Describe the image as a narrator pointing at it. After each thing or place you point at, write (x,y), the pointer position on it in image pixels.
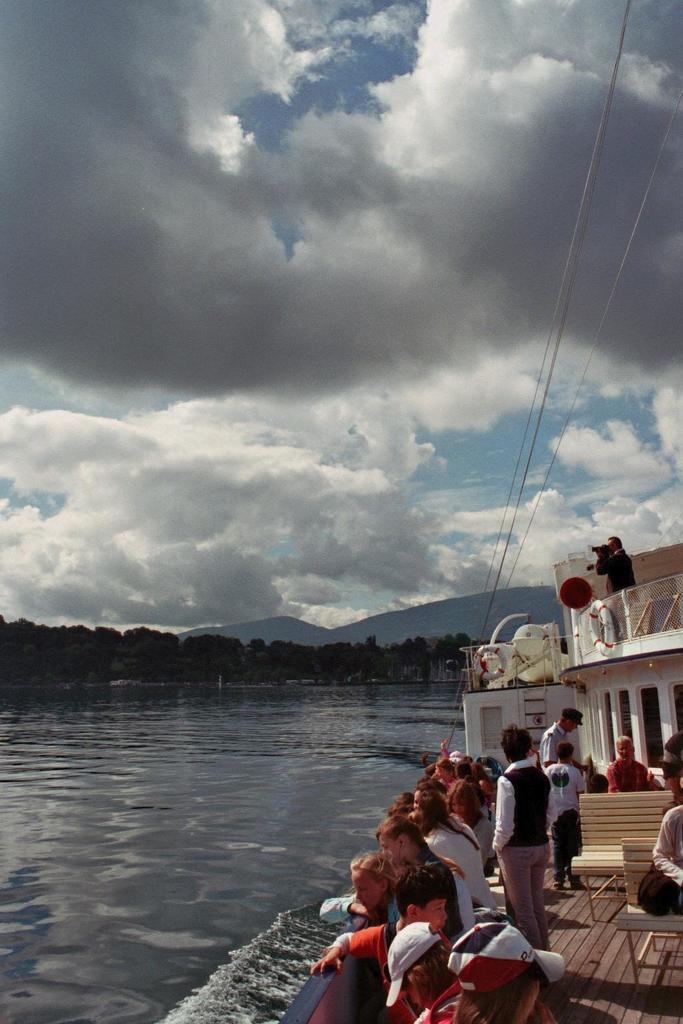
In this image there are a few people (518,861) standing on the ship (561,984) and there are a few other people (677,851) sitting on the chairs (613,864). There are tubes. At the bottom of the image (166,801) there is water (212,782). In the background of the image (289,665) there are trees (67,656), mountains (378,624) and sky (354,396).
